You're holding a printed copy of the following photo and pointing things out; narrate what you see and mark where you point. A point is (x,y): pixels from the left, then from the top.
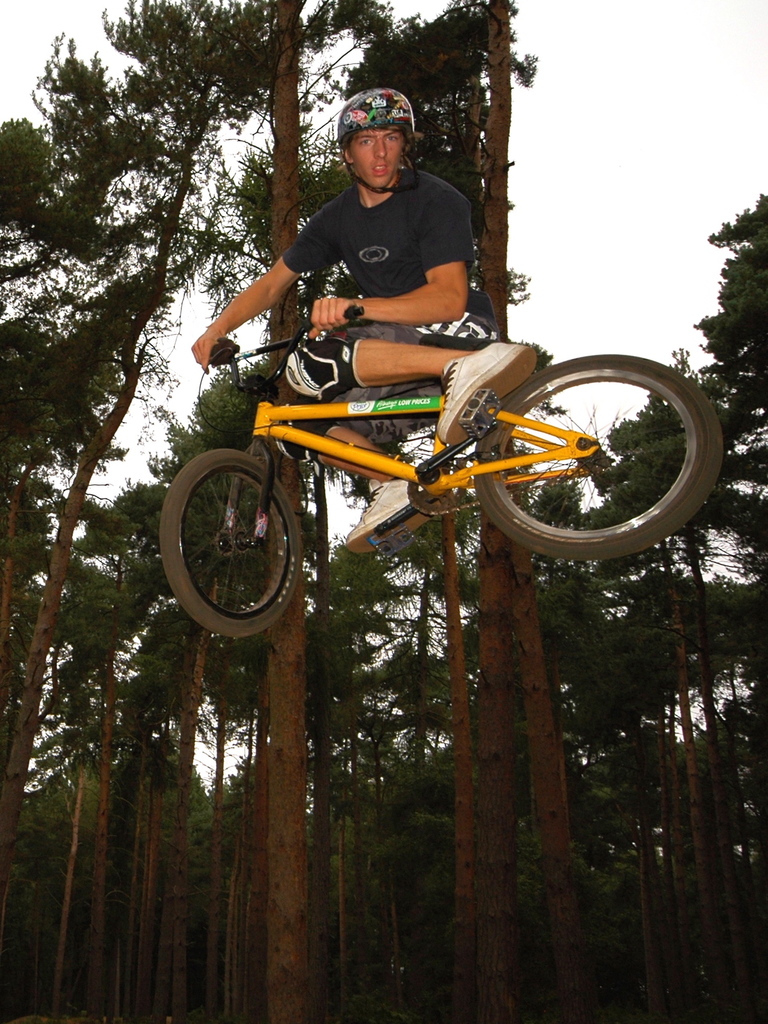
In this image we can see there is a person (396,357) sitting on a bicycle (701,428), which is on the air. In the background (155,438) there are some trees (218,577) and sky (620,298).
